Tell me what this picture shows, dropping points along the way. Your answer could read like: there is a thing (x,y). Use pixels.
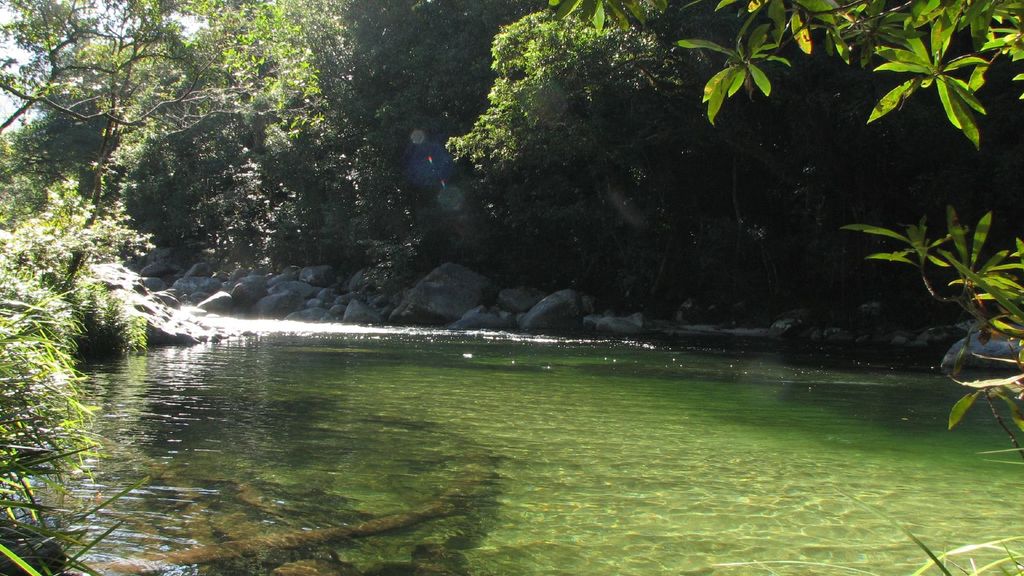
In this picture we can see water (556,431), few trees (452,234) and rocks (316,285).
